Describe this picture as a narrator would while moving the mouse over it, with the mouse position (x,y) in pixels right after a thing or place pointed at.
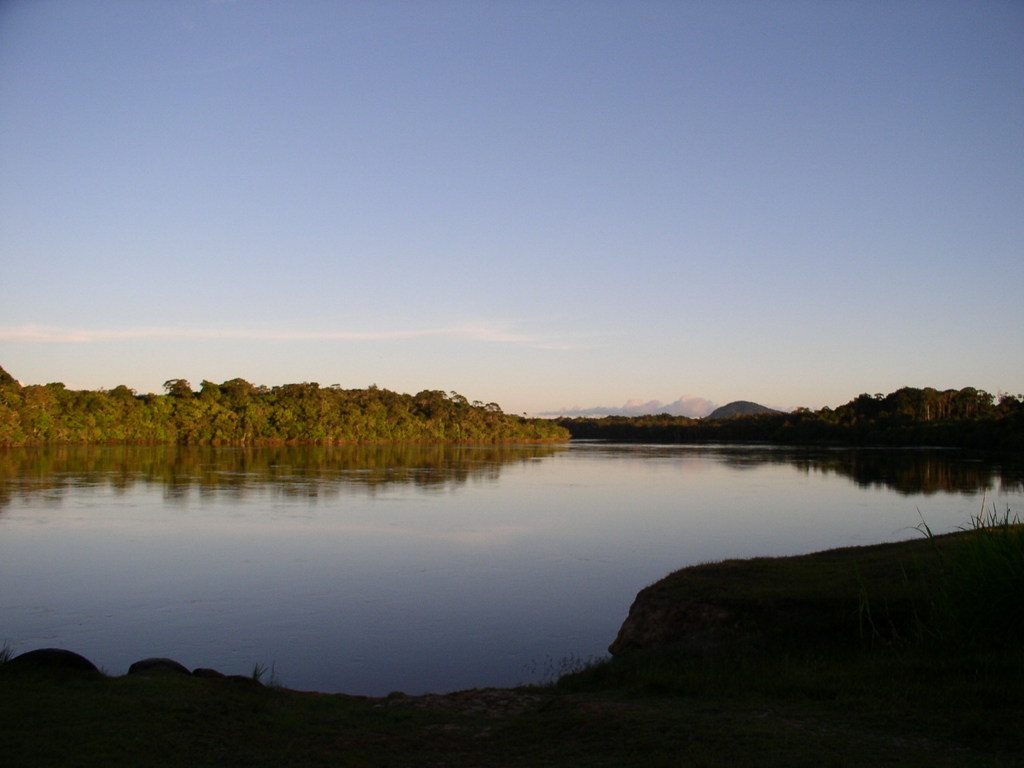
At the bottom of the picture (747,668), we see the grass (883,652). In the middle of the picture (511,505), we see water (486,518) and this water (447,523) might be in the lake (534,506). There are trees (352,401) and hills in the background (706,418). At the top (481,197), we see the sky (440,219), which is blue in color.
